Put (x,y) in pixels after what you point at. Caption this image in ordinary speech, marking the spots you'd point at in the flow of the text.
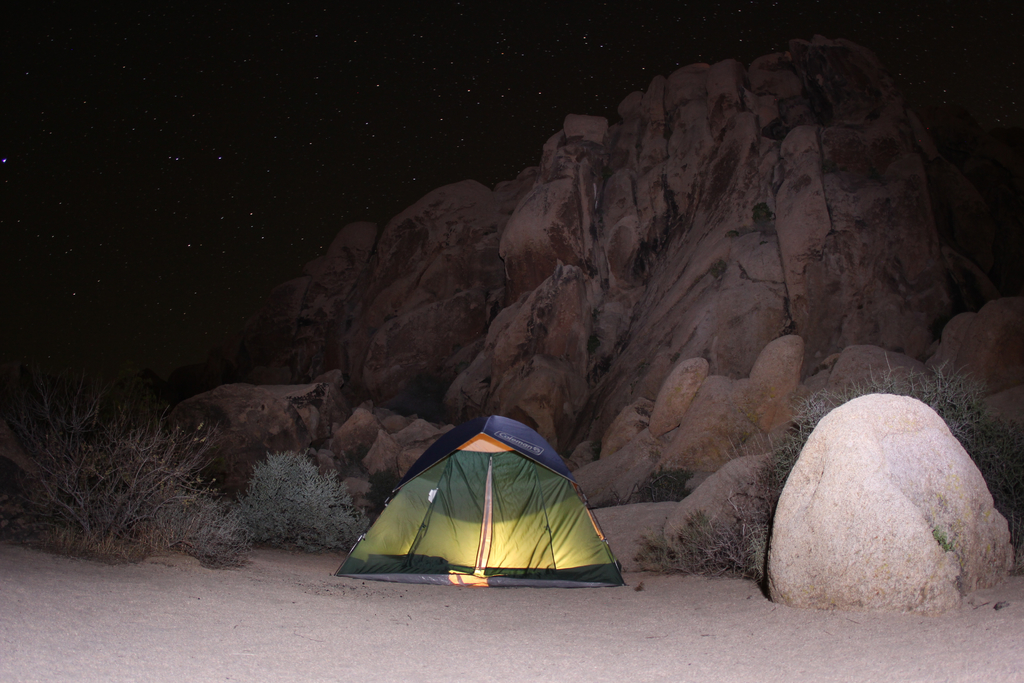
In the picture we can see a sand surface (51,591) on it we can see a picnic tent (448,447) and around it we can see some plants (159,454) and rocks (903,509) and behind it we can see a rock hill (558,232) and behind it we can see a sky (271,169) with stars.
